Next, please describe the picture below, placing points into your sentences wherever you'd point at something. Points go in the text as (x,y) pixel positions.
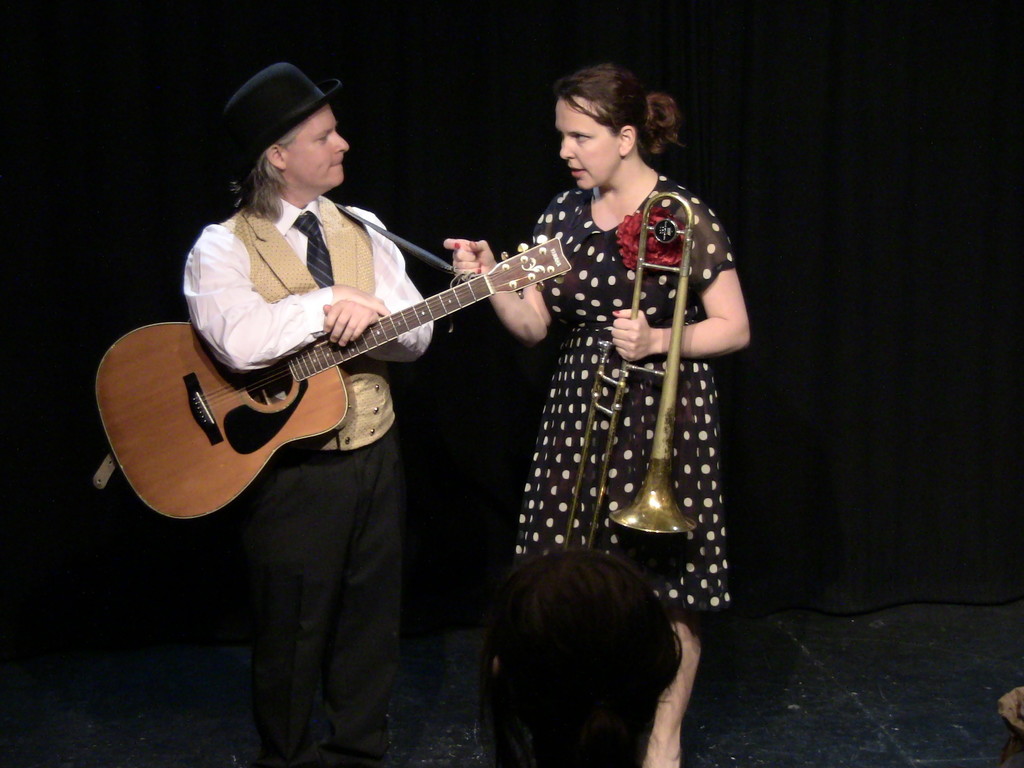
This is a stage performance. In the picture there are two person (324,260) standing. On the right (685,216) woman (615,479) is holding trombone (665,390), on the left (314,272) a man (267,365) is holding a guitar (446,302), woman (578,168) is talking. In the center of the foreground (541,654) there is a person (494,664). Background (920,222) there is a black curtain (370,65).
